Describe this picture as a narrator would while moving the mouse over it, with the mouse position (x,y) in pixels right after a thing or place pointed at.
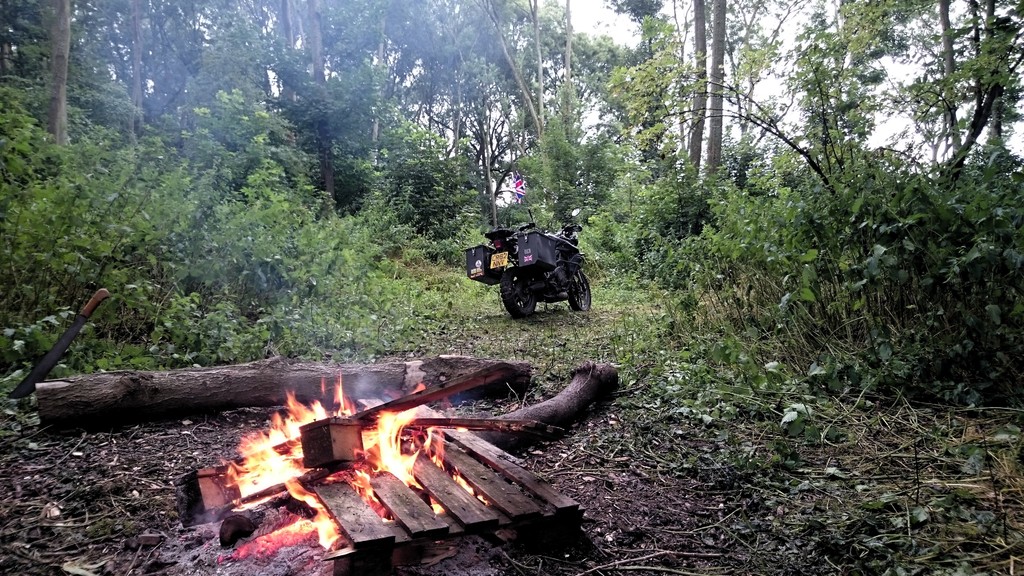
In the image there is some wood (412,424) is burnt on the land (530,575) and around the fire (387,447) there are plants (620,250) and trees (514,131) and there is a vehicle (515,245) parked in between the plants (586,230).
